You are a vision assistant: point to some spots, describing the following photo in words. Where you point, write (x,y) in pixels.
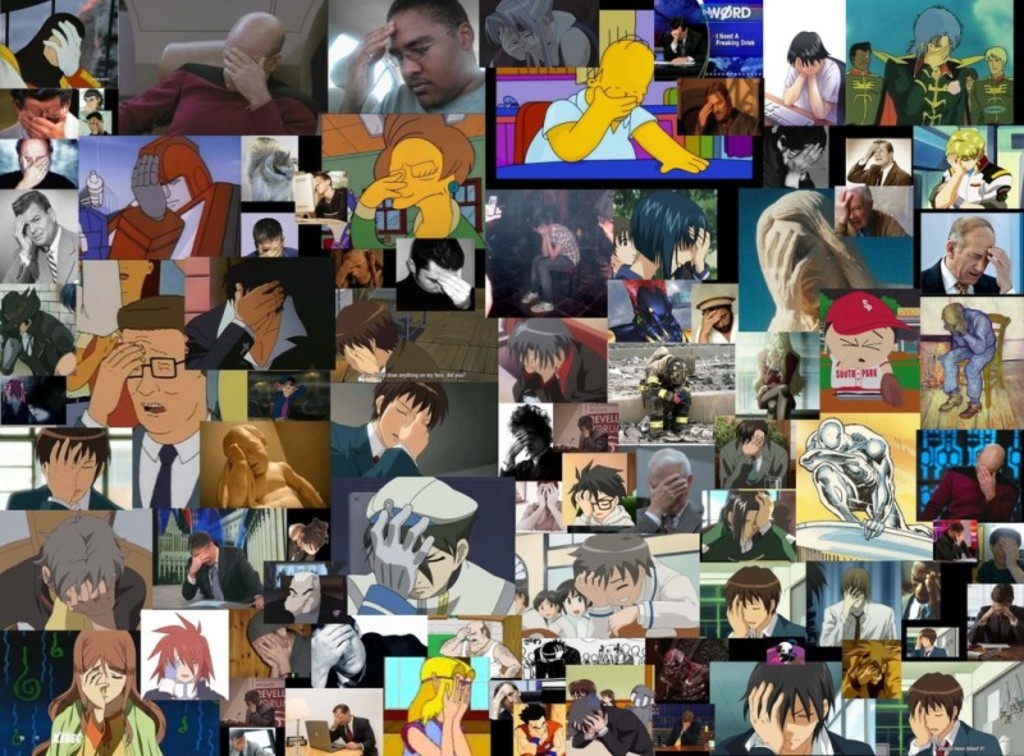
This is an edited image with the collage of images and we can see the group of persons (618,246) in the image and we can see the text (730,38), sky (888,18) and many other objects (557,572).
